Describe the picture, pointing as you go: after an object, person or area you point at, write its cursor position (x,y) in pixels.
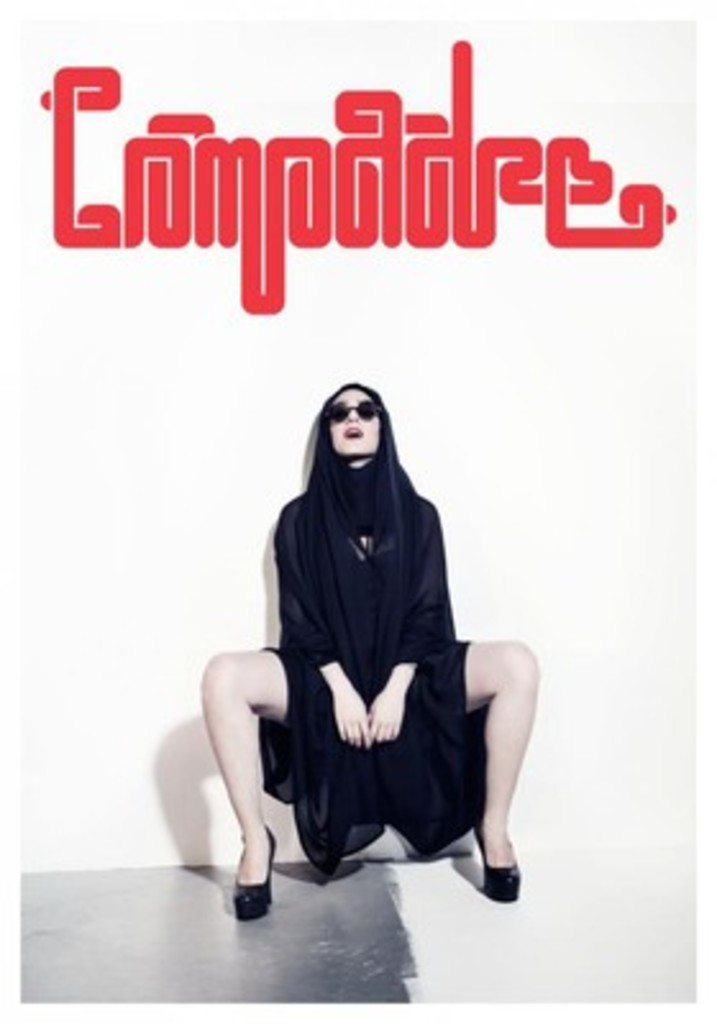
In the center of the picture (314,539) there is a woman (442,814) in black dress (425,671). At the top (73,139) there is some text (554,185). In this picture behind the woman (438,671) there is a wall (148,472) painted white.
